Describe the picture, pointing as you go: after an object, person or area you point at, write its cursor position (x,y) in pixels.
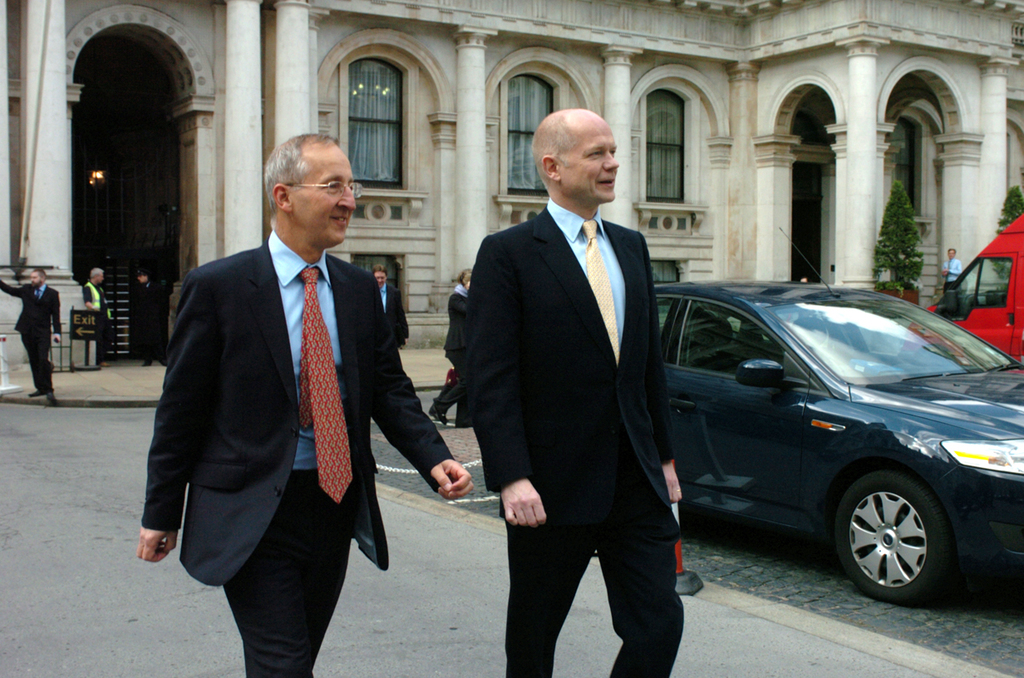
There are two men (482,445) walking and smiling. This is a car (854,373), which is parked. I can see a building (252,108) with the windows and pillars (876,152). There are few people (137,296) standing. This looks like an exit board (78,335). I can see the trees (907,223). On the right corner of the image (994,257), I can see another vehicle (1006,298), which is red in color.
